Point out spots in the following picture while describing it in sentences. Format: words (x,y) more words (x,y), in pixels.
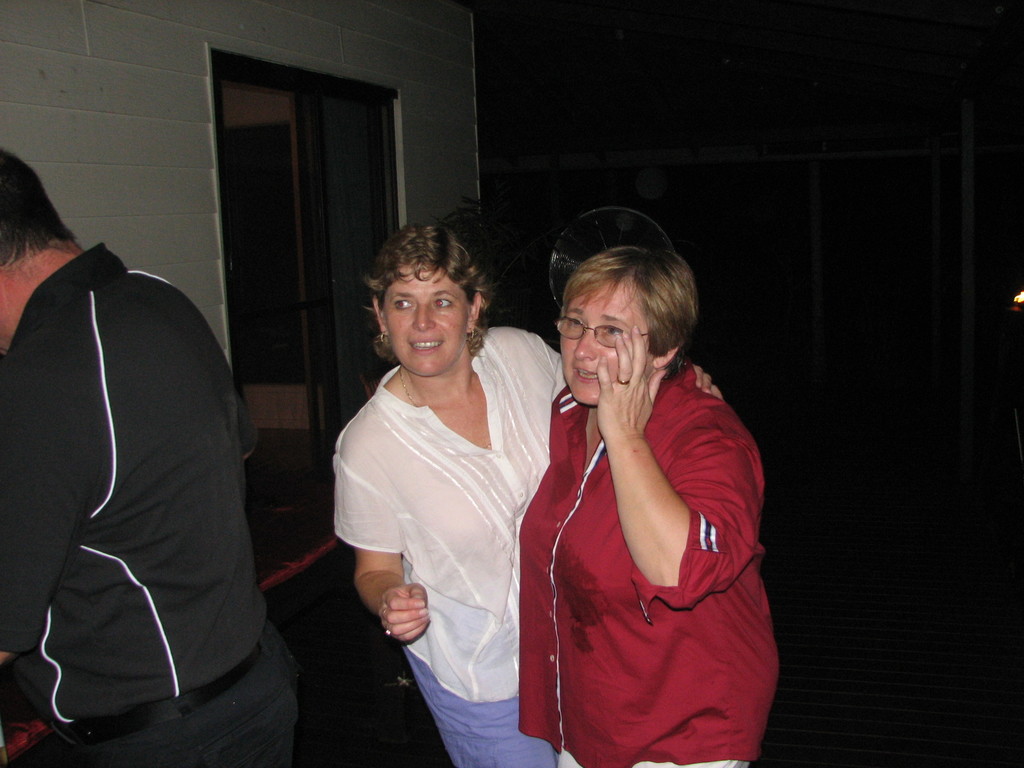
In this image, at the left side (14,459) there is a man (74,459) standing and there are two women (573,481) standing and in the background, we can see a fan (608,251), on the left side (77,191) we can see a white color wall (148,213) and there is a door (313,212).
